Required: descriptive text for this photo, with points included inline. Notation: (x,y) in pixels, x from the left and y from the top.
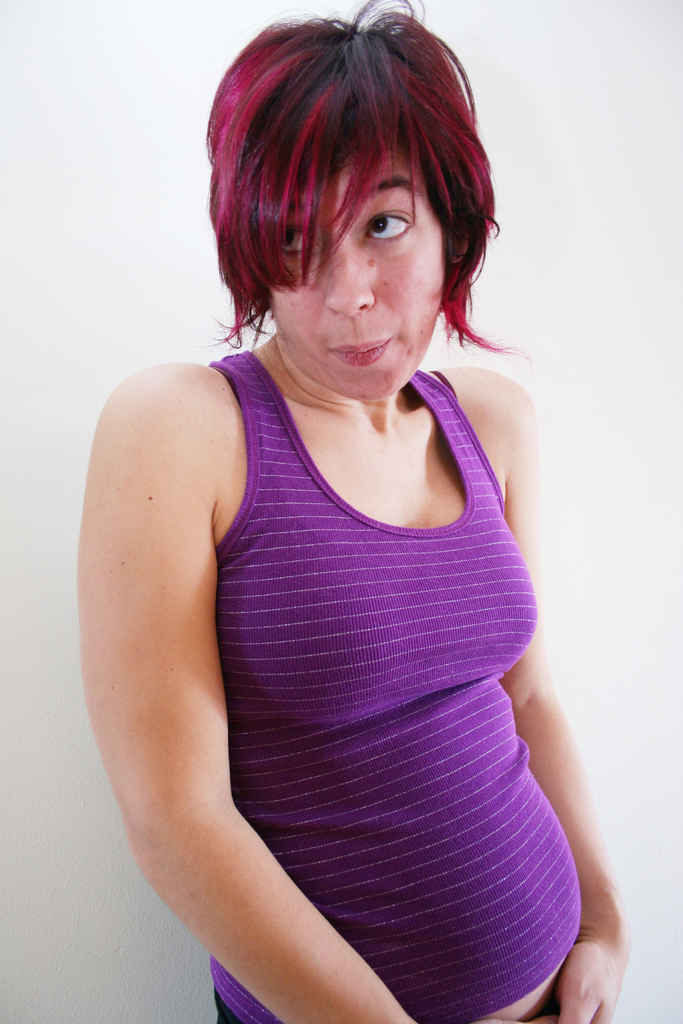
In this image we can see a woman (305,553) is standing at the wall (112,257).
